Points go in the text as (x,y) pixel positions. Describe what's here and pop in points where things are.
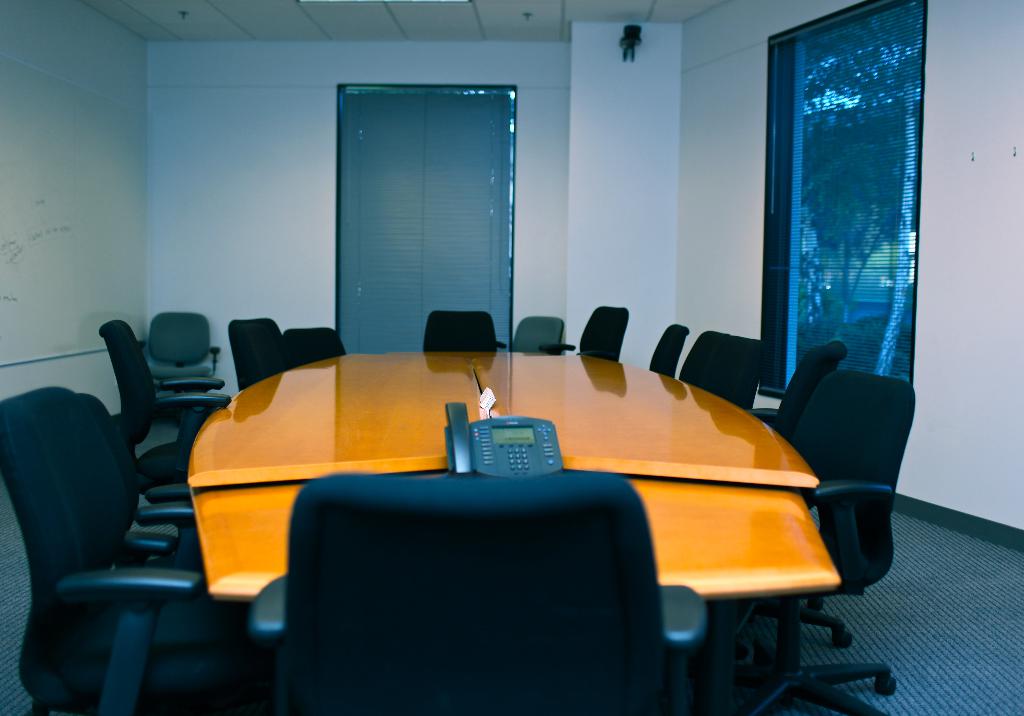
In the foreground of the picture (357,363) there are chairs (238,339), tables (647,422), telephone (500,467) and other objects (483,399). In the middle of the picture (429,253) there is a door (363,211). On the right (846,185) we can see window (859,117) and wall (694,101). On the left (76,155) it is wall (119,128). At the top (254,15) there is ceiling (485,30).
